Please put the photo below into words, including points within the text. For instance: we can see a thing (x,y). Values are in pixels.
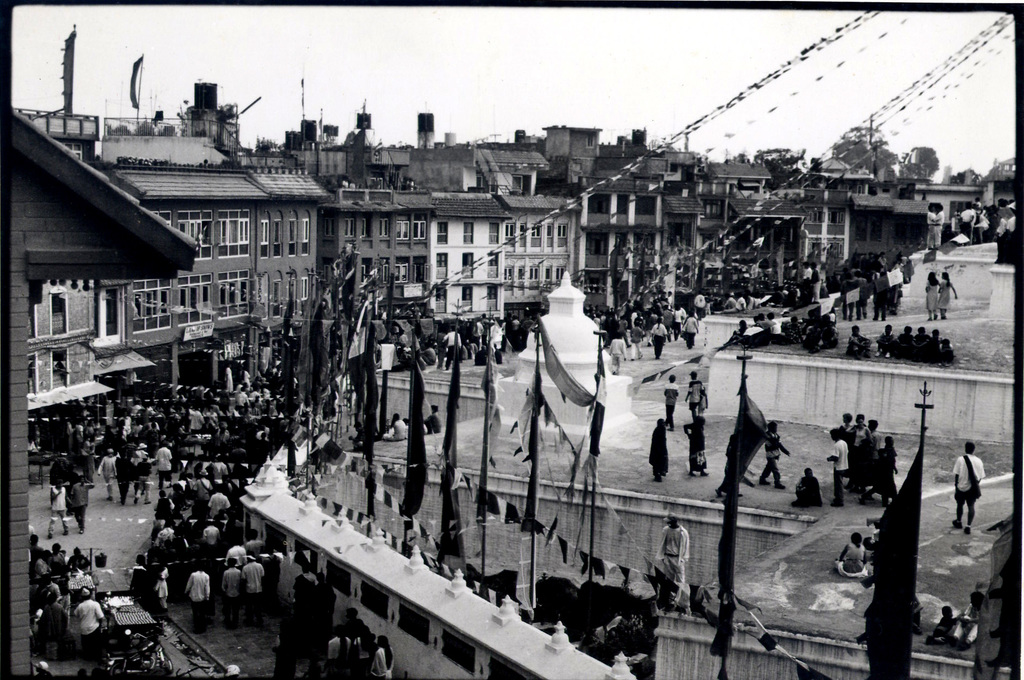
In this image there is an old photograph of a city (462,492), in the photograph we can see buildings (517,251) and many people (167,458) walking down the streets (232,410) and there are flags (372,478) on top of the buildings (249,205).
